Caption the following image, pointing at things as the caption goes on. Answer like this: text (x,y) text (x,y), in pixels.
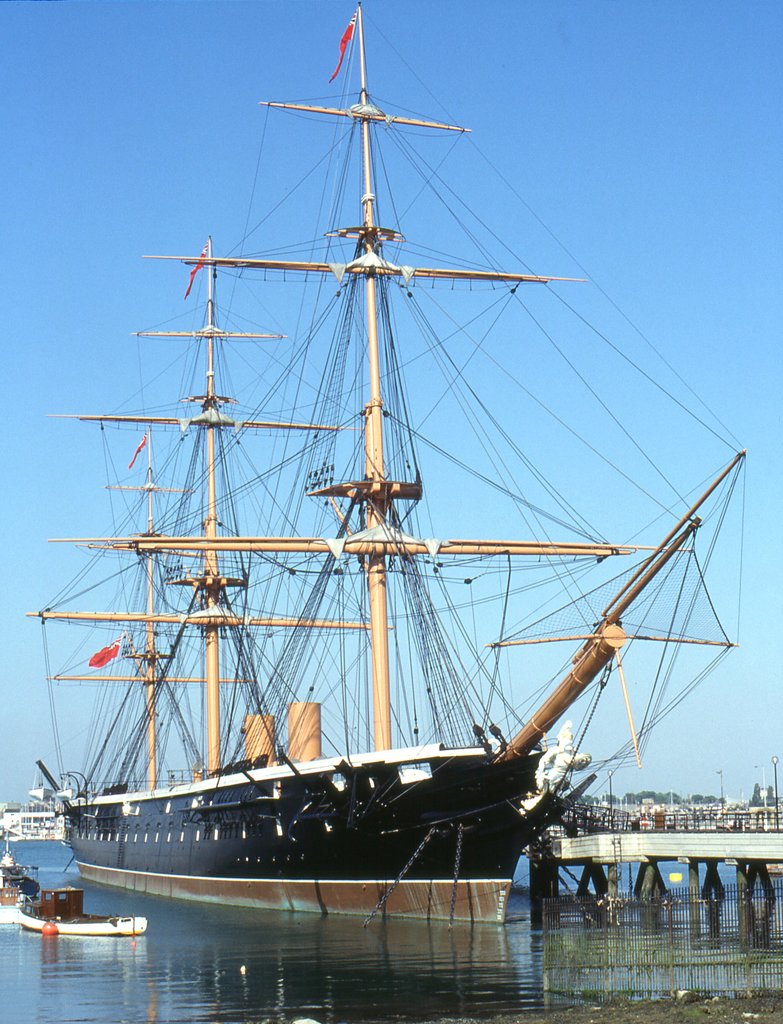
In this picture I can see a ship (196,594) and boats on the water (498,923), there is a bridge (739,881), and in the background (127,161) there is sky (448,393).
